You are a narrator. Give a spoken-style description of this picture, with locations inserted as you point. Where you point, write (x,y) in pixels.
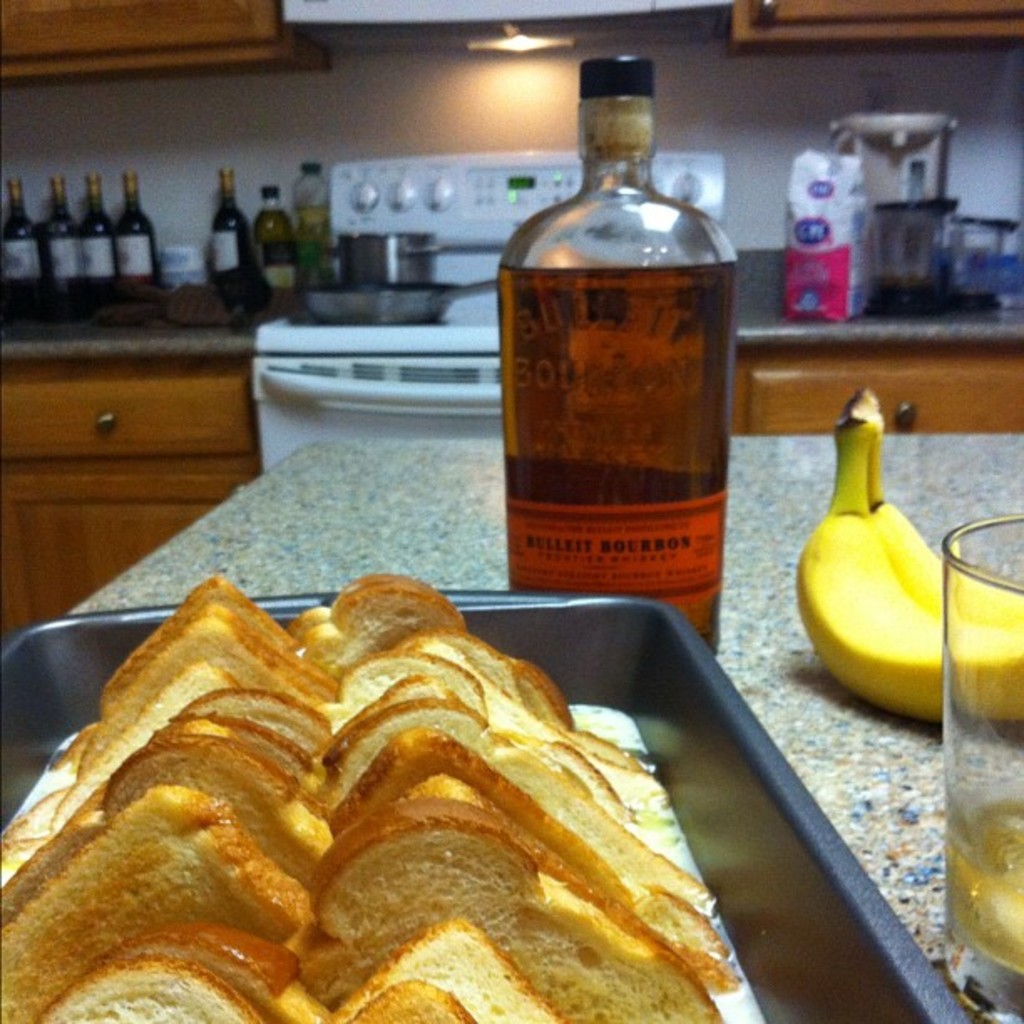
In the image there is a table (821,754). On table (811,787) we can see a whiskey bottle (627,414), banana (817,594), glass (1021,844), bread (449,863) in a tray (807,879). In background (461,378) we can also see machine (446,396), pan (393,294), few bottles (305,226), wall (26,201) which is in white color and a light (530,39).
